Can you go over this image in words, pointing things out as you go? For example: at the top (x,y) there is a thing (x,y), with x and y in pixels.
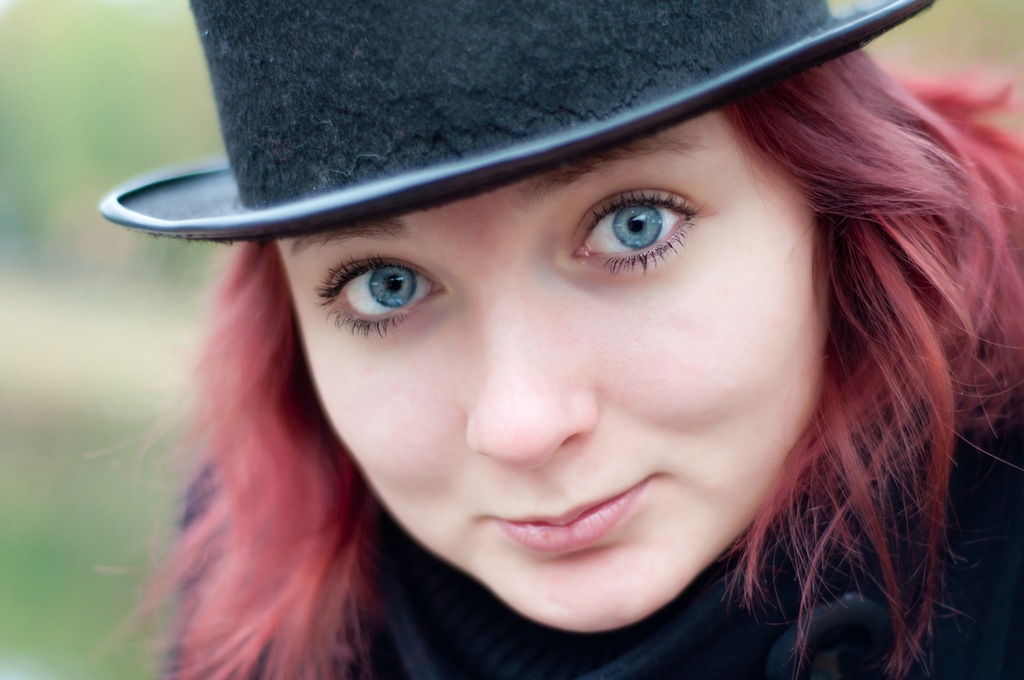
There is a lady (468,426) wearing black hat (263,86) with blue eyes (349,283). In the background (76,154) it is blurred.
